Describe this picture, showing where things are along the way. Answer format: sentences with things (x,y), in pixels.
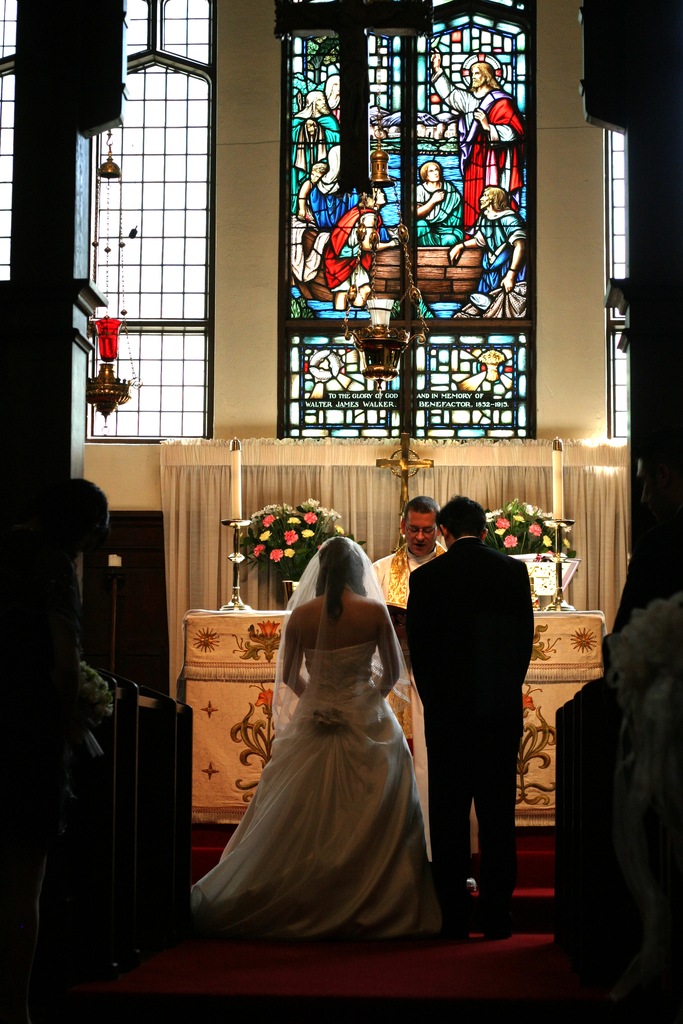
This picture describes about few people (383,624), in the middle of the image (399,657) we can see a woman (375,648), she wore a white color dress (368,657), in front of her we can find candles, bouquet (319,522), curtains (581,483) and a stained glass (483,260).
